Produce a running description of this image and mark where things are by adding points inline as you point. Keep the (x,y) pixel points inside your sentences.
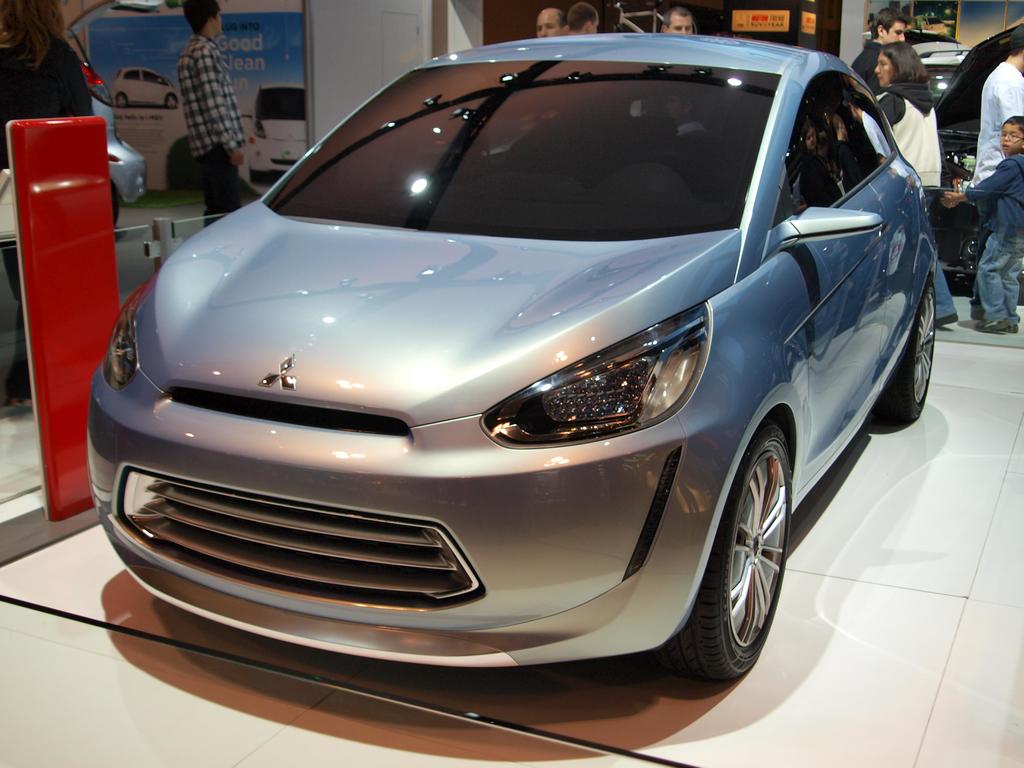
In this image I can see a car (422,428) in the center of the image (360,392) I can see some people (28,78) behind the car (421,392). I can see some other cars (961,47) and banners (241,87) with the cars (271,104) at the top of the image (277,93).
